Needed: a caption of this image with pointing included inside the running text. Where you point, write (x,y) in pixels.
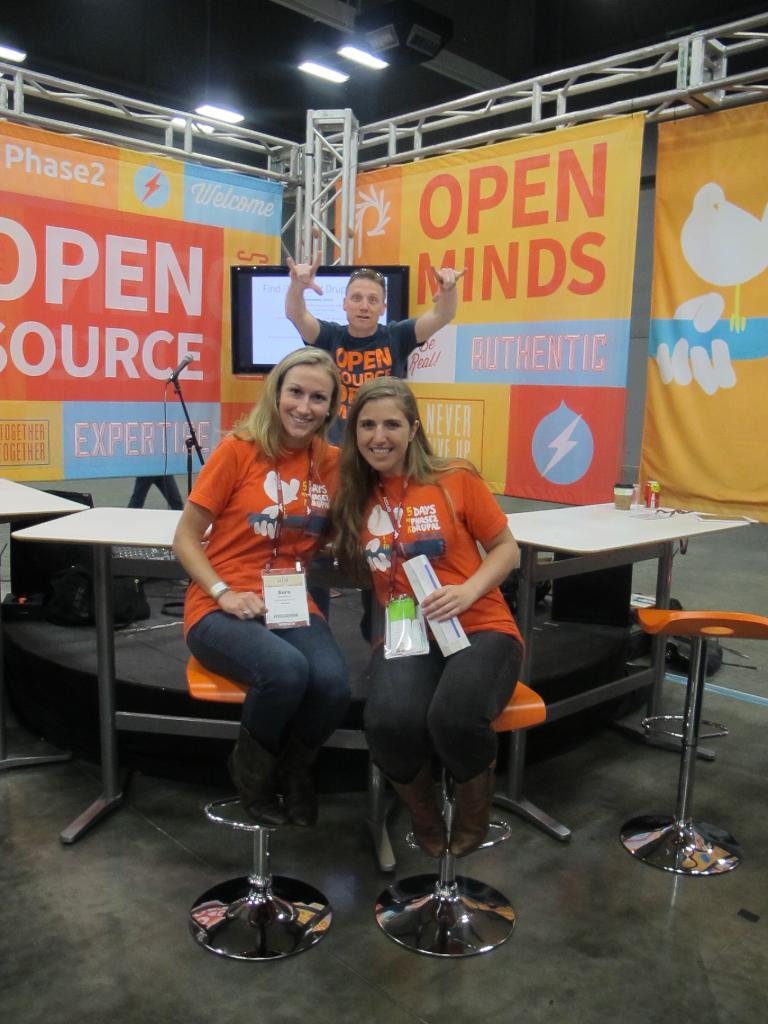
In this image I can see three people (311,451). At the back of them there are tables (581,532) and the screen (238,347). In the background (215,216) there is a banner (454,240) and lights (385,66).
